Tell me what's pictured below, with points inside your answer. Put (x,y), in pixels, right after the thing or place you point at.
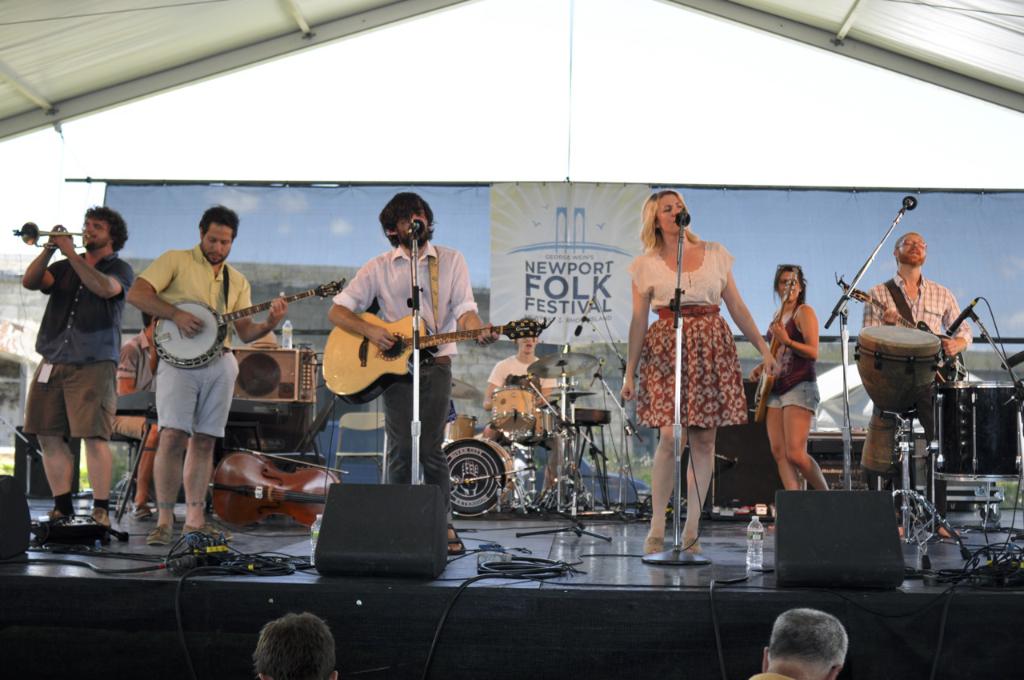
In this picture, here we can see group of persons (158,458) who are presenting some musical concert. Here we can see a stage (550,583) present and in the center (430,293) we have a person (399,395) holding guitar (389,356) and he is behind microphone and looks like singing and left we have 2 more persons (194,288) holding musical instruments (245,315). In the middle (581,416) we have person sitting and playing drums (519,465). On the right (889,319) we have 2 persons (776,400) holding guitar (758,421) and other singing.
